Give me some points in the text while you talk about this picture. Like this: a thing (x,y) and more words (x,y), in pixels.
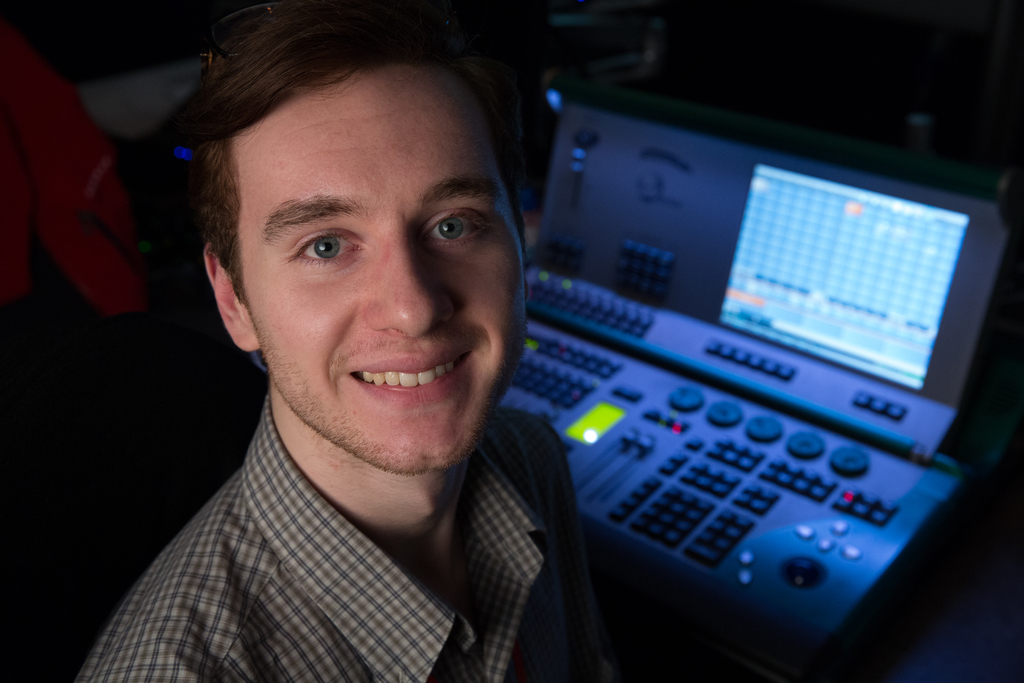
In this image, I can see a person (487,527) smiling. He wore a shirt (291,561). This looks like an electronic device (775,422) with control buttons (766,499) and a display (783,332). The background (675,47) looks blurry.
